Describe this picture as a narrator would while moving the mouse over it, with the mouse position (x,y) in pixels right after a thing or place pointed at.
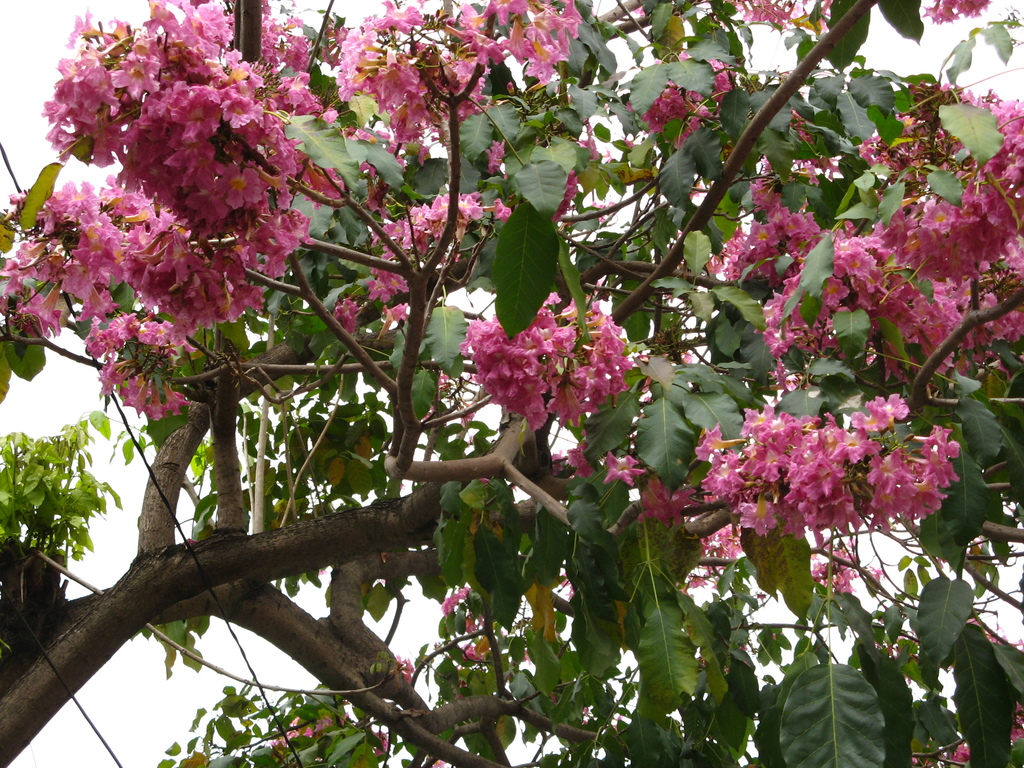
The picture consists of a tree (336,622). In the picture we can see leaves (846,708), flowers (14,279) and stems (355,344). In the background (937,45) there is sky (146,724). On the left (68,686) there are cables (45,651).
